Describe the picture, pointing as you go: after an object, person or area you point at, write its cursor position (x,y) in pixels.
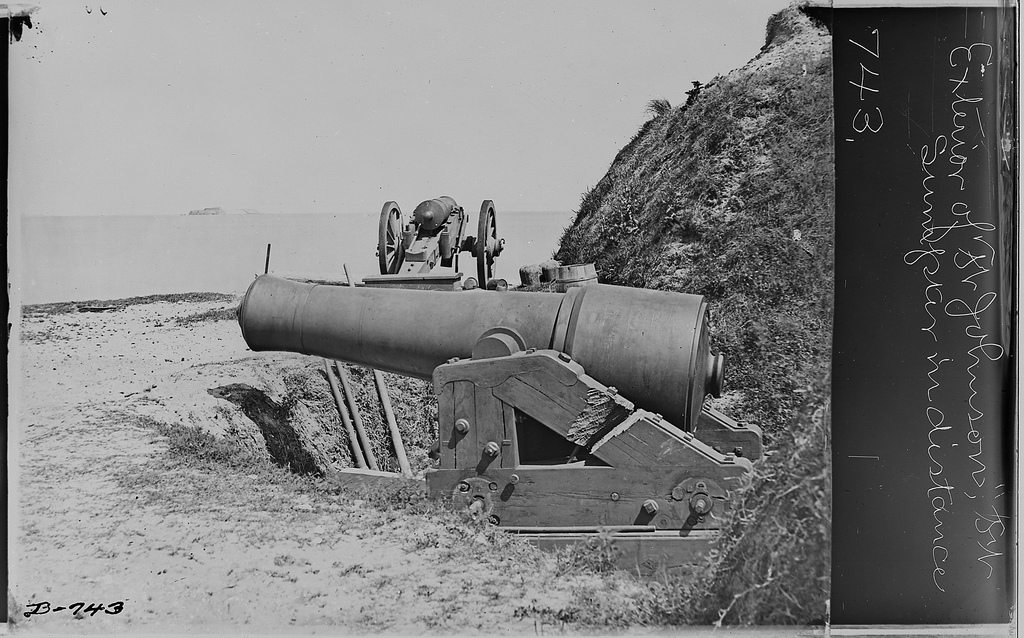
In this picture we can see two cannons (432,348) are placed beside the mound (673,256) and far we can see some water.
